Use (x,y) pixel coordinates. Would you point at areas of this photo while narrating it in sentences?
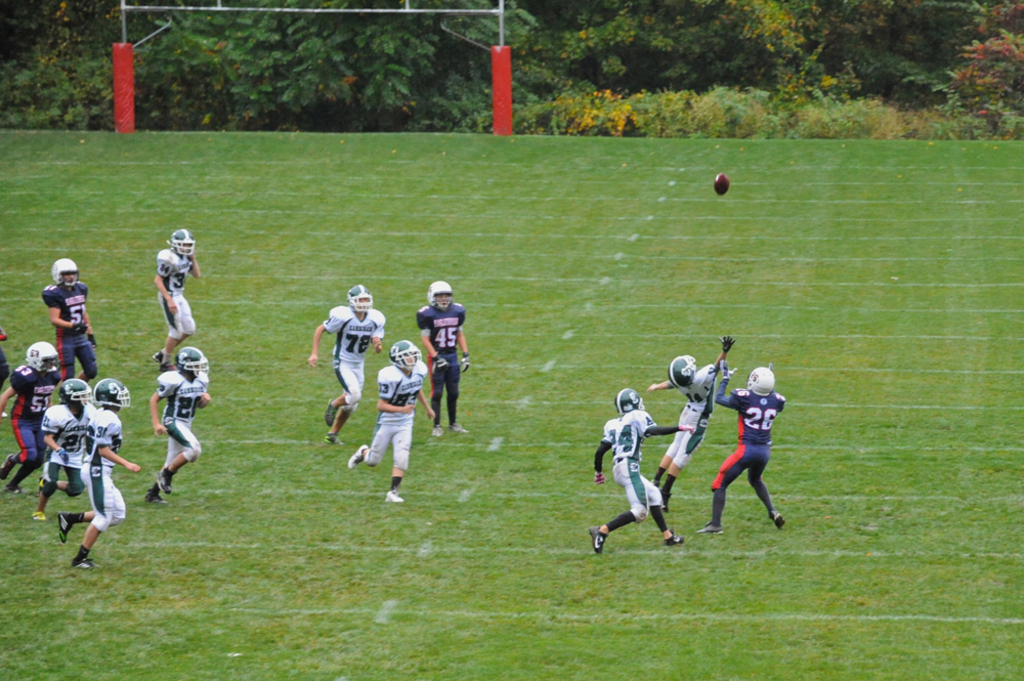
In this picture there are people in the center of the image (354,368) on the grassland (493,414), they are playing and there is a goal post (281,12) and plants (562,94) at the top side of the image (699,73).
